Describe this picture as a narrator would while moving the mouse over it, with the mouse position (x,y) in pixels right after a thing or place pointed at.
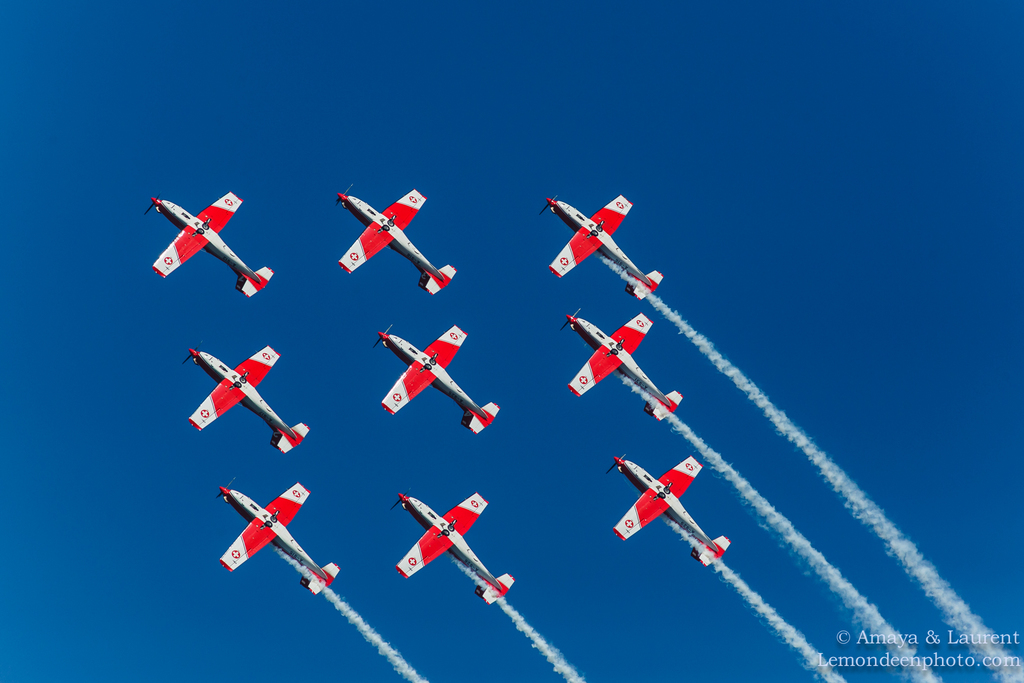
In this image we can see many aircrafts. On the right side (800,442), we can see the smoke (807,550). In the bottom right (949,652) we can see some text (899,661). Behind the aircraft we can see the sky (442,432).
